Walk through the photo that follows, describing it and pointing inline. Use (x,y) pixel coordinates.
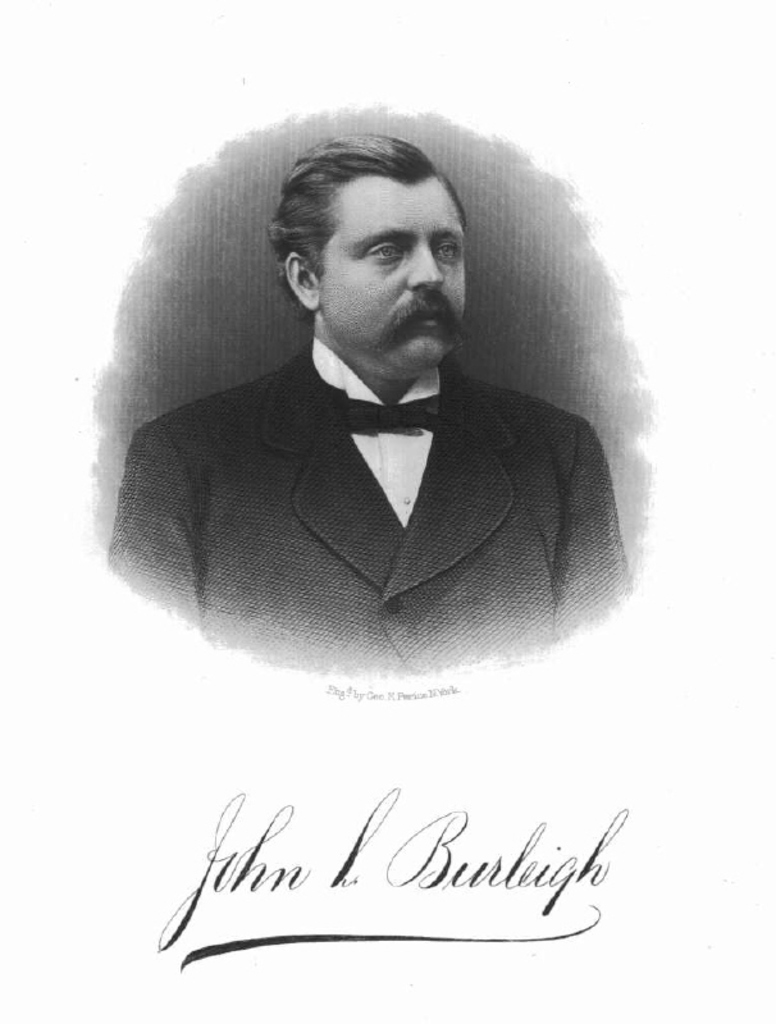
This picture shows a man (243,442) he wore a coat (486,438) and a bow tie (376,408) and we see text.
